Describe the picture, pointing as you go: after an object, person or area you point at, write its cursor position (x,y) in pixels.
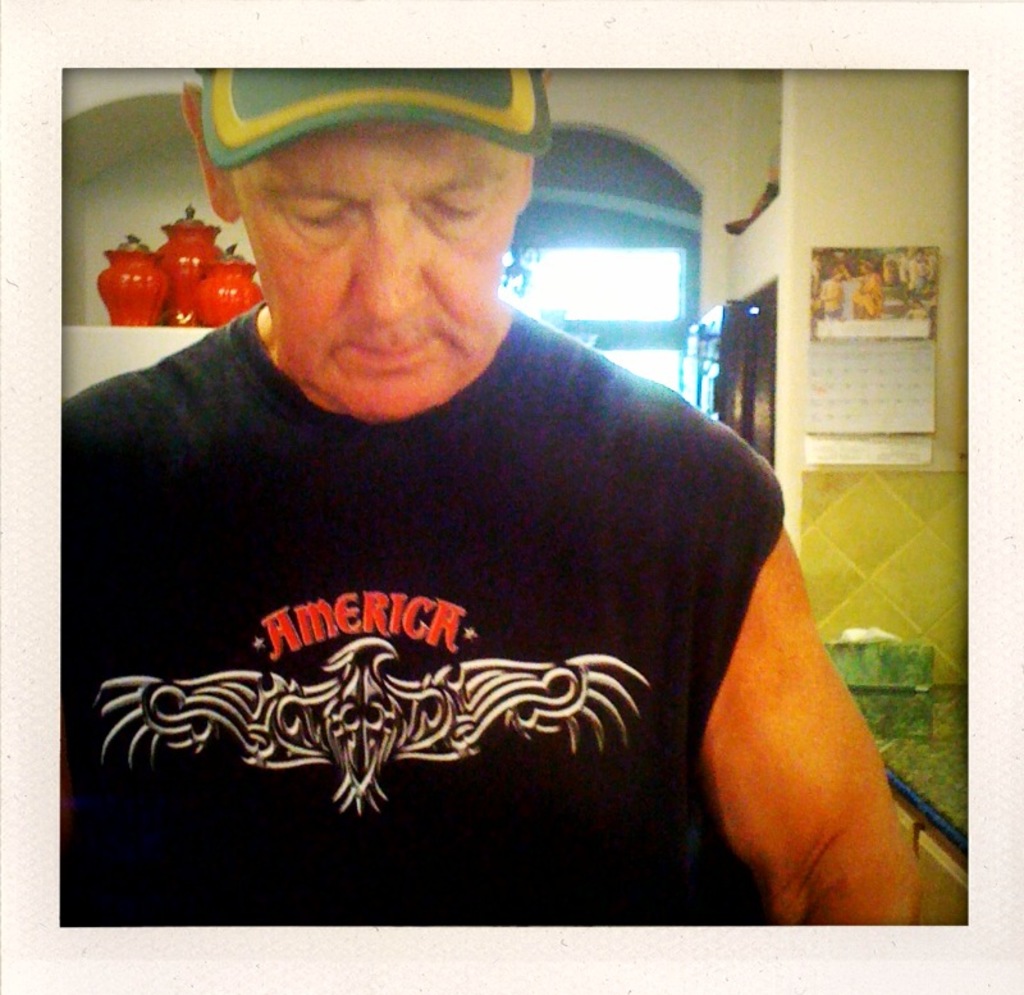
Here we can see a man (538,672). In the background (726,265) we can see pots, poster (845,273), wall (855,91), and a door (617,286).
